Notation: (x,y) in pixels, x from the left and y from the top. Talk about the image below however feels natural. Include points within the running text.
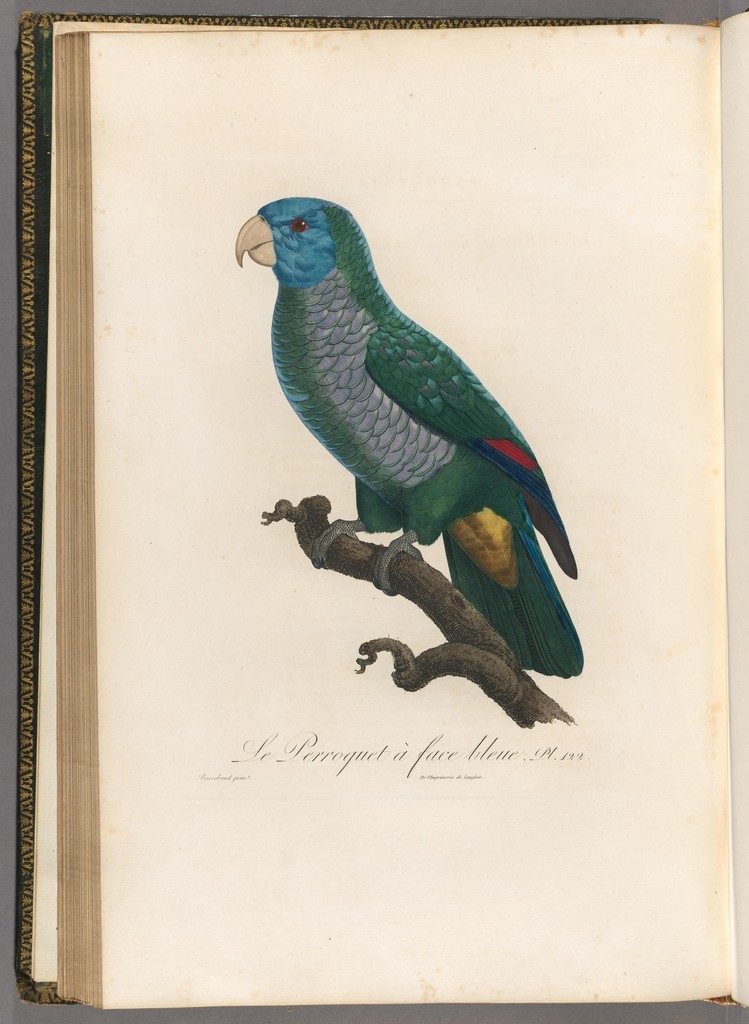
In this image I can see a book (425,743) and there is a painting (417,492) of a bird (489,601) which is on a stem (366,560). At the bottom (444,742) there is a text (383,751).
